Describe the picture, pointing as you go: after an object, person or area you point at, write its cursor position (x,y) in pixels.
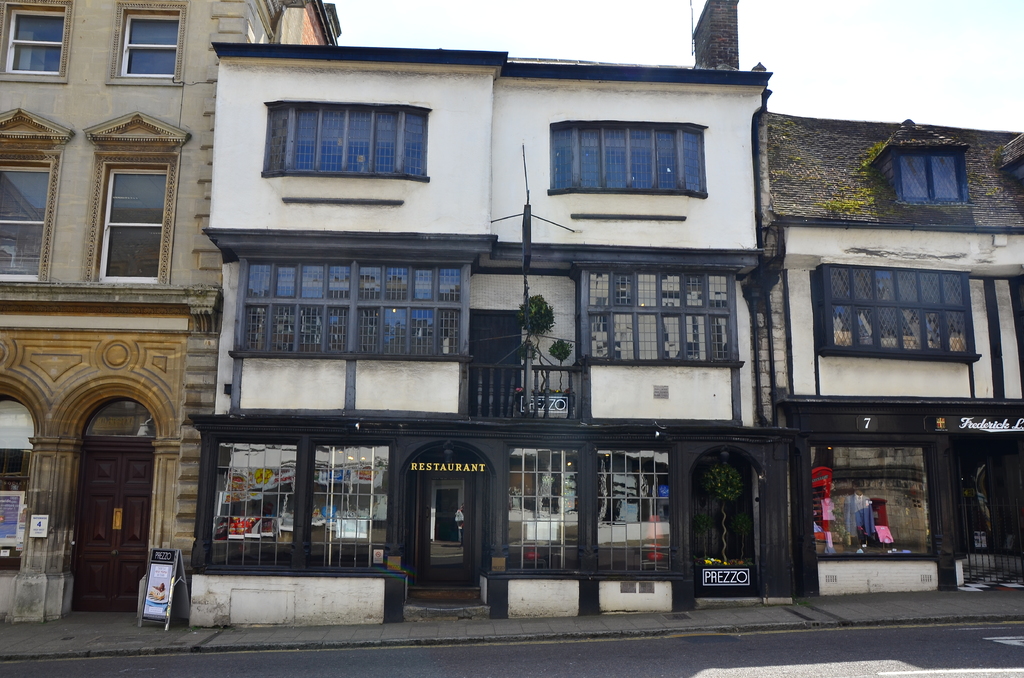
This picture shows buildings (705,403) and we see a board (149,599) on the sidewalk (56,628) and a cloudy sky (868,40) and we see glass Windows (597,171) to the buildings (617,260).
